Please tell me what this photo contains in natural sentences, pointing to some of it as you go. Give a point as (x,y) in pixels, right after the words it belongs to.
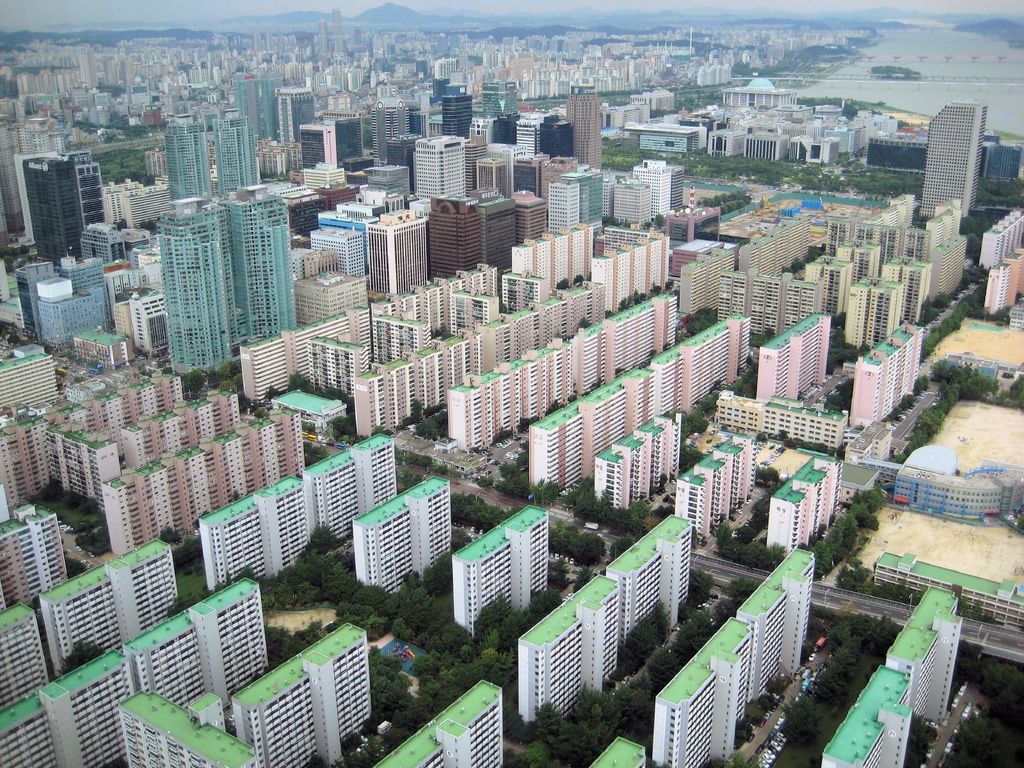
In this image, we can see some buildings (720,639) and trees (505,668). We can also see the road (889,615). There are some hills (423,18) and water (987,69). We can also see the sky (635,6).
